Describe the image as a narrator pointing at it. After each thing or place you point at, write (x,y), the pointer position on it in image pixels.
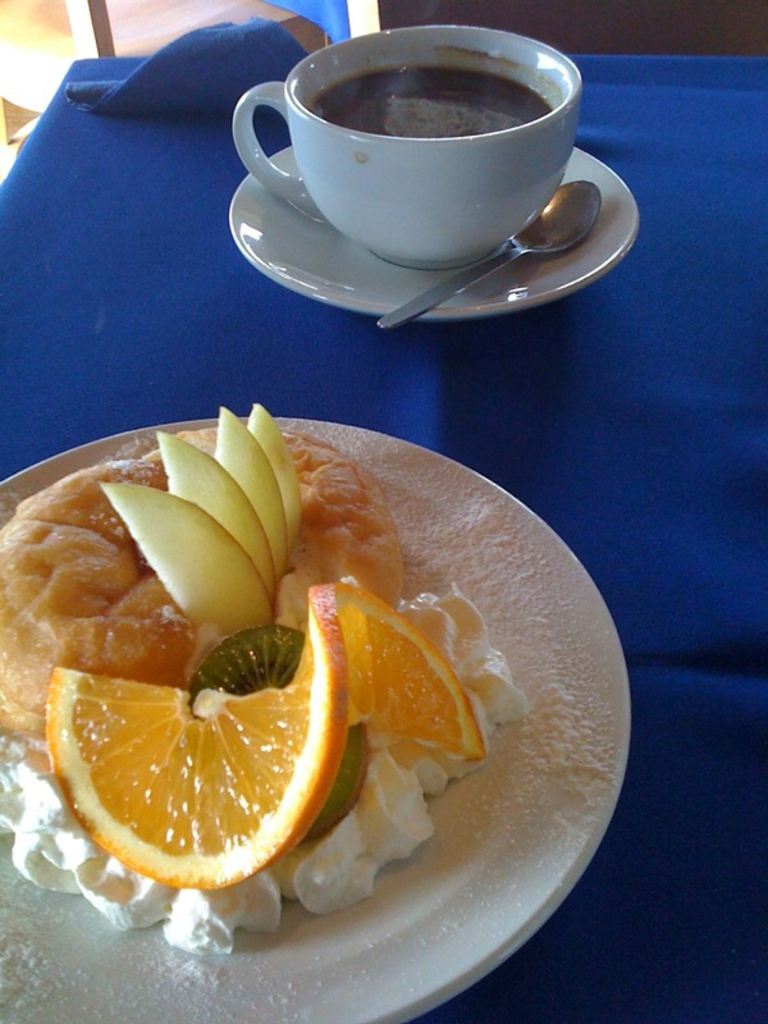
This is the picture of a table (433,356) on which there is a plate (589,177) which has a cup (527,143) and a spoon (555,200) and to the side there is plate (316,960) in which there are some fruits (337,724), cream (337,856) and some other things (167,615).
